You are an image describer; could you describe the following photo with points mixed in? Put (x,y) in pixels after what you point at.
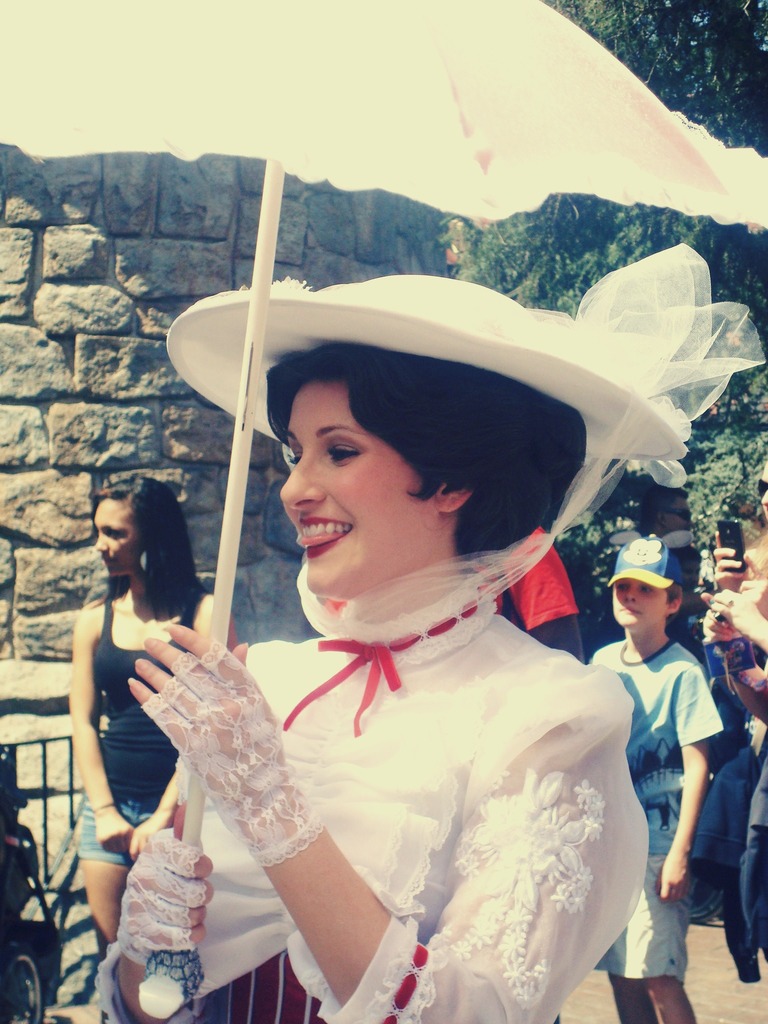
In the middle of the image (377,485) a woman (435,566) is standing and smiling and holding an umbrella (433,36). Behind her few people (176,521) are standing. Behind them there is a wall (328,251) and tree (765,454).
